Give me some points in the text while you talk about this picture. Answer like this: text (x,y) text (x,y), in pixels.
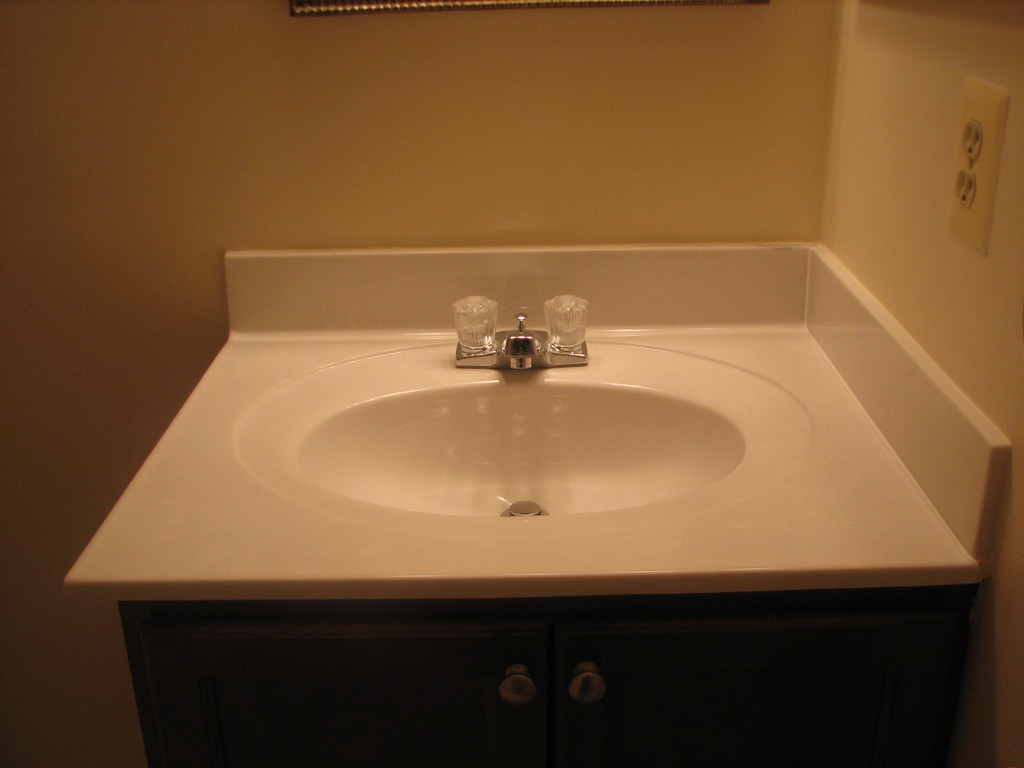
In this picture there is a sink (601,363) and a tap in the center of the image (624,477).
